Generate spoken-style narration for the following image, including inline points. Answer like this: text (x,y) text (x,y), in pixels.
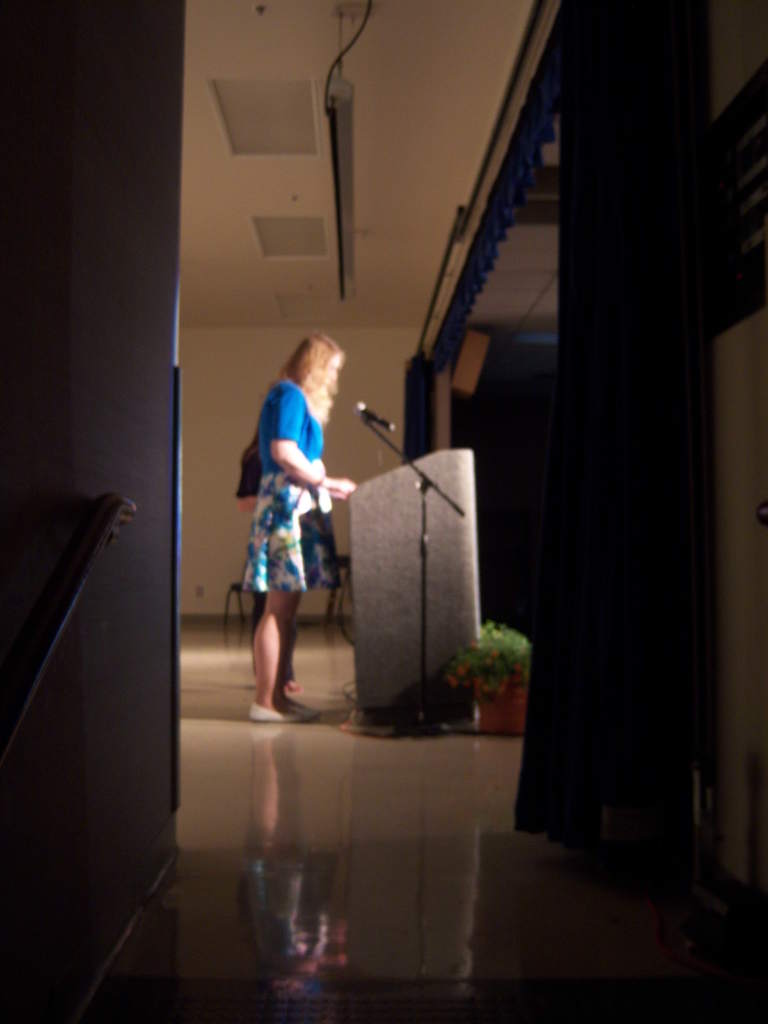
In this image we can see a woman (274,532) wearing blue top (300,414) is standing on the floor (290,740) in front of a podium (430,580) beside it we can see a microphone (366,417) placed on the stand (422,545). To the right side of the image (513,663) we can see a plant (454,664). In the background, we can see a curtain (478,267) and a metal rod (54,597).
